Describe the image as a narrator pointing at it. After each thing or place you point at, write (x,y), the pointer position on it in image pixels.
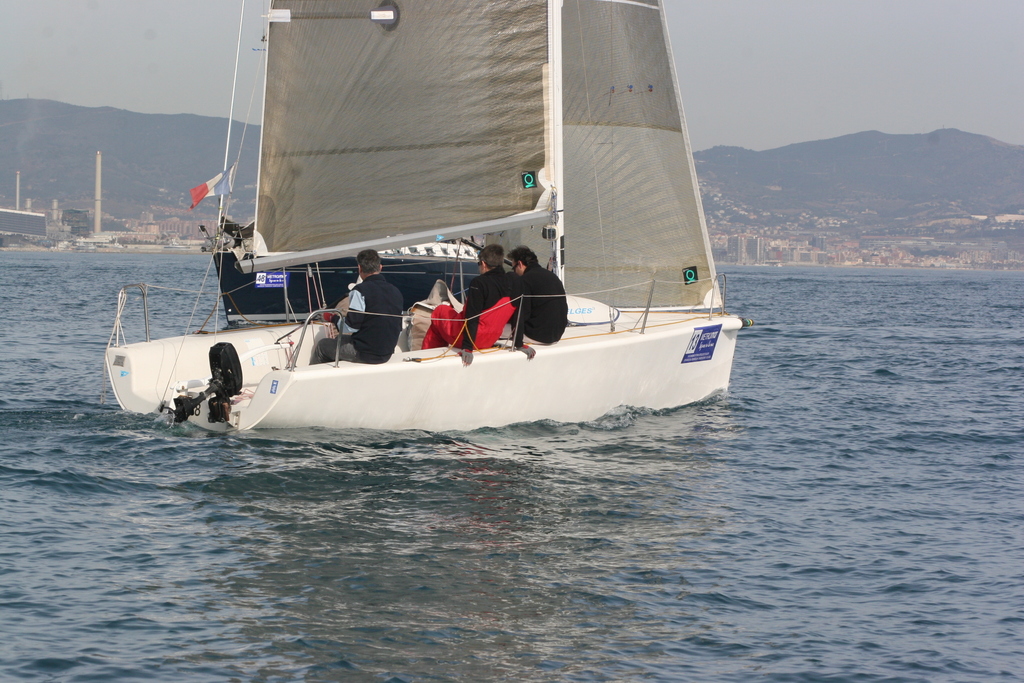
In this picture there are three boys (432,325) sitting in the white color sailing boat (628,380). In the front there is a sea water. Behind there are some building (739,258) and mountains (851,176).
